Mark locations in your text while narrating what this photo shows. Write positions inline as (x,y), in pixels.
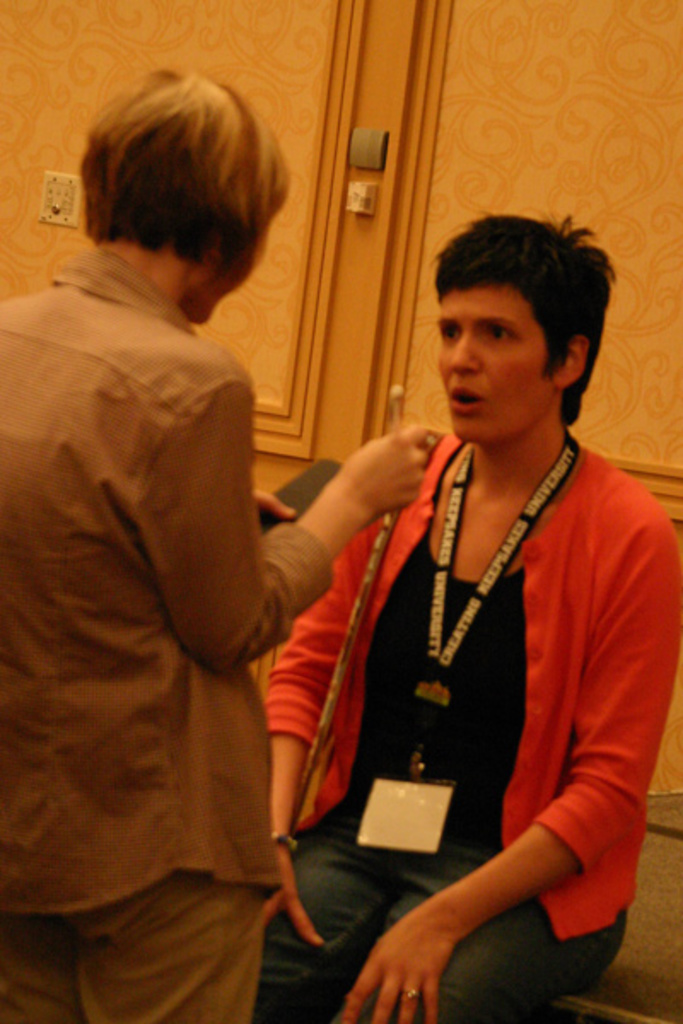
In this picture we can see a person (258,623) standing and a person (421,680) sitting, a person (188,553) on the left side (161,632) is holding something, a person (383,603) on the right side (522,690) wore an identity card (435,810).
